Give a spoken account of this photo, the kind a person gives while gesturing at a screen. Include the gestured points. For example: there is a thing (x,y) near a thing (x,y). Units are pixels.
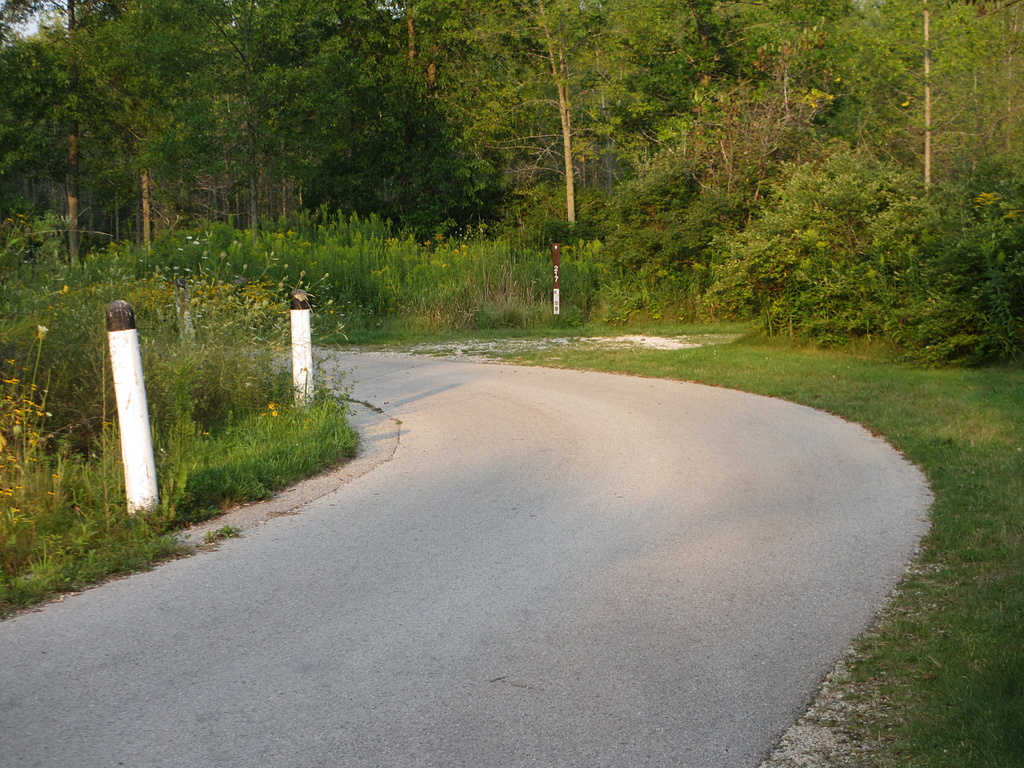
In this image we can see road (250,535), barrier poles (147,459), shrubs (216,356), plants (217,371), trees (78,91) and sky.
